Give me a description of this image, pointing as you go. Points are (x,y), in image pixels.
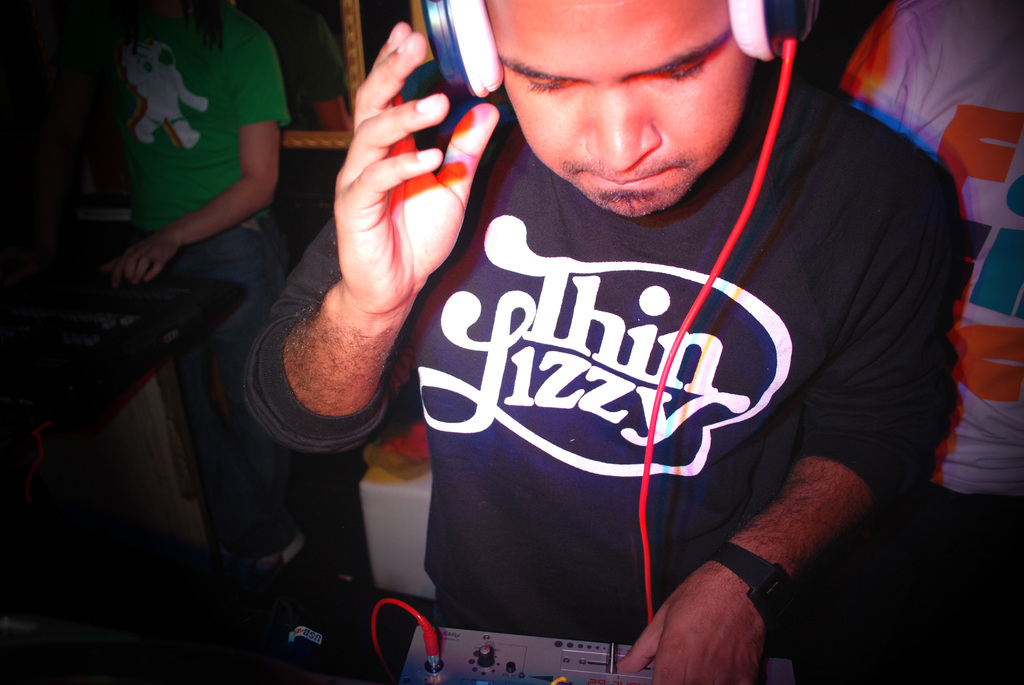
In this image we can see three persons (528,256). A person (210,151) is playing a musical instrument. A person (576,403) is operating an electronic device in the image. There is a person's reflection (334,87) on the mirror (316,99). There is an object (408,532) on the floor (364,560).
